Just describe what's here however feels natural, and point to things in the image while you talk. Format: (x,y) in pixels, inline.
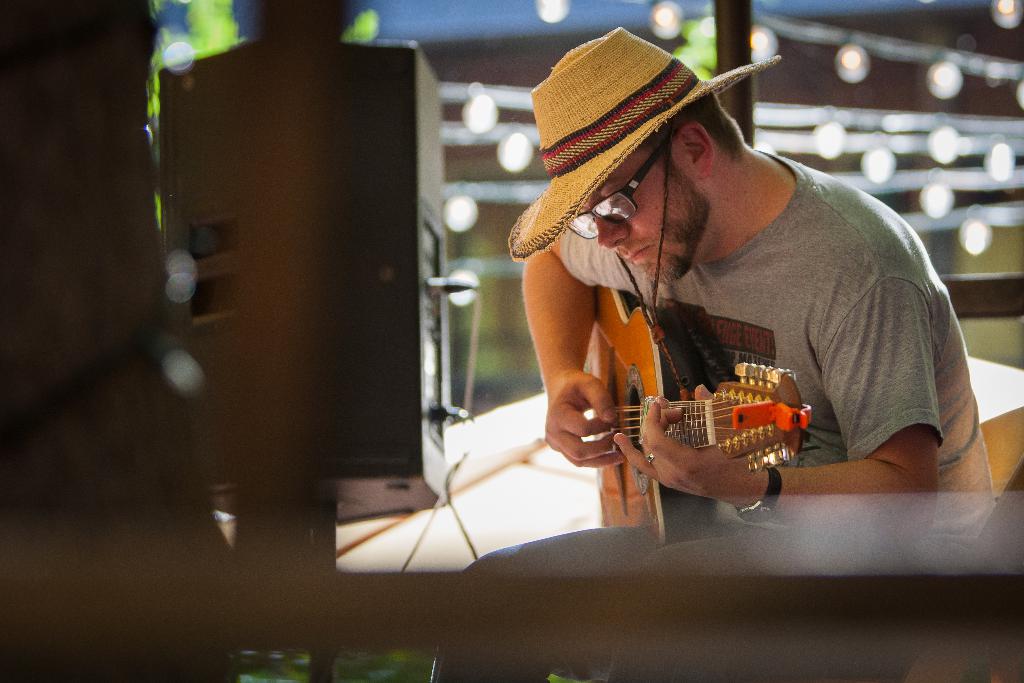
a person (711,345) is playing guitar (685,408). he is wearing a cap (602,139). at the left (339,394) there is a speaker (348,291).
